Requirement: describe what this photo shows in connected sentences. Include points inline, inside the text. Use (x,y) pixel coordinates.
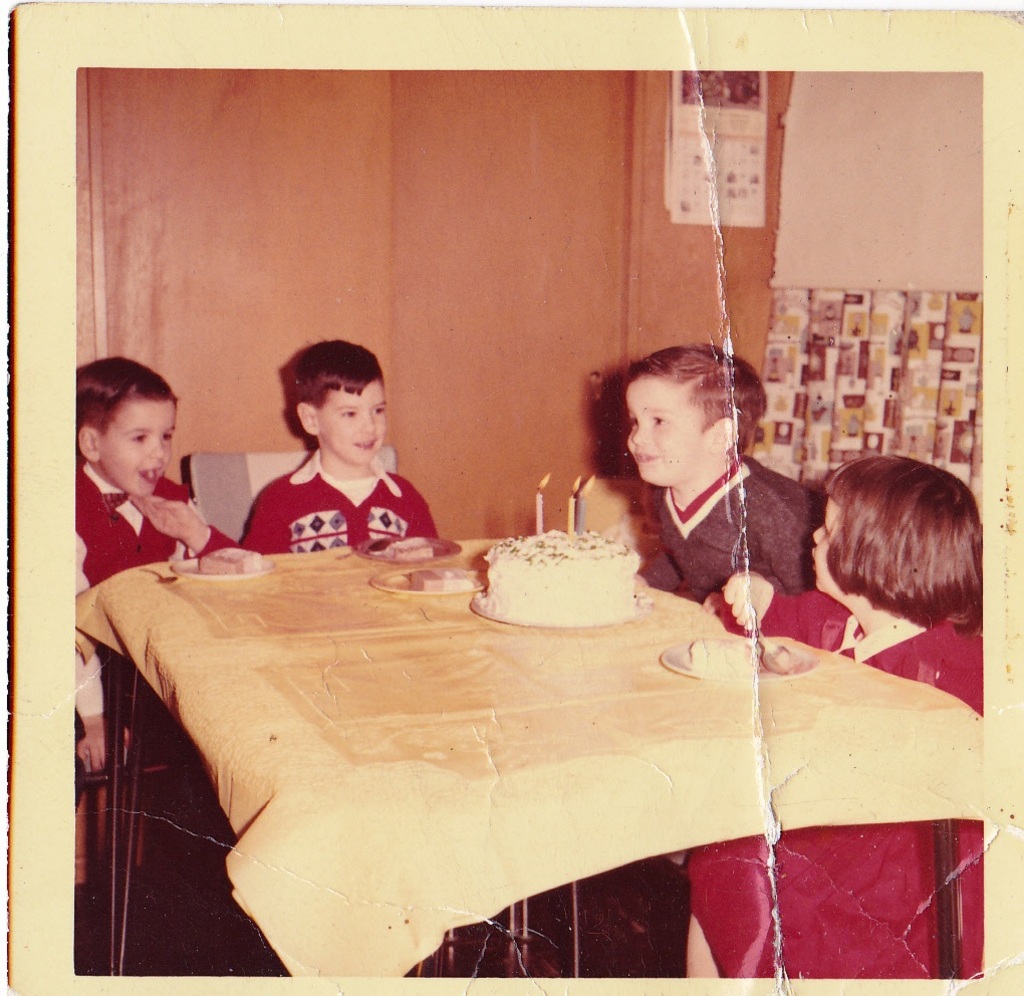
In this image I see a photo (598,154) over here and I see 4 children (674,490) and I see a table (402,623) on which there is a cake (539,588) and I see 3 candles (540,517) on it and I see the plates (460,582) on which there is something and in the background (477,533) I see the wall (172,102) and I see a thing (733,193) over here.
